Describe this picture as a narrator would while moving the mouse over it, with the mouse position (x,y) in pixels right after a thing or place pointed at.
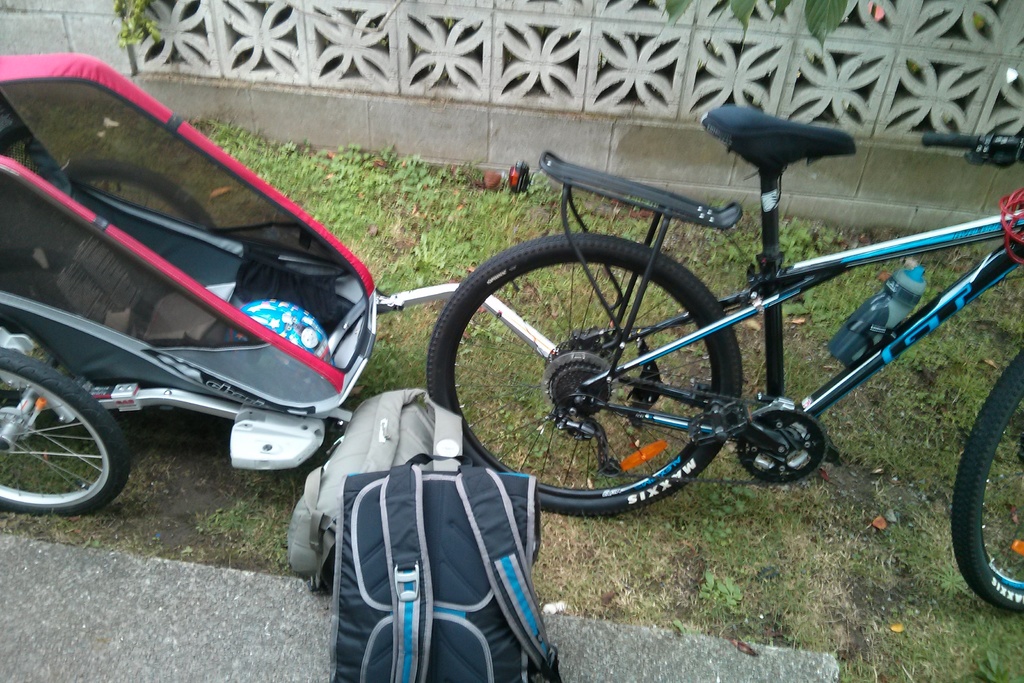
In this picture I can see a bicycle (642,254) and a stroller (11,66) and I can see couple of backpacks (374,527) on the floor (37,636) and I can see a wall (620,54) and grass (752,234) on the ground (810,369).
